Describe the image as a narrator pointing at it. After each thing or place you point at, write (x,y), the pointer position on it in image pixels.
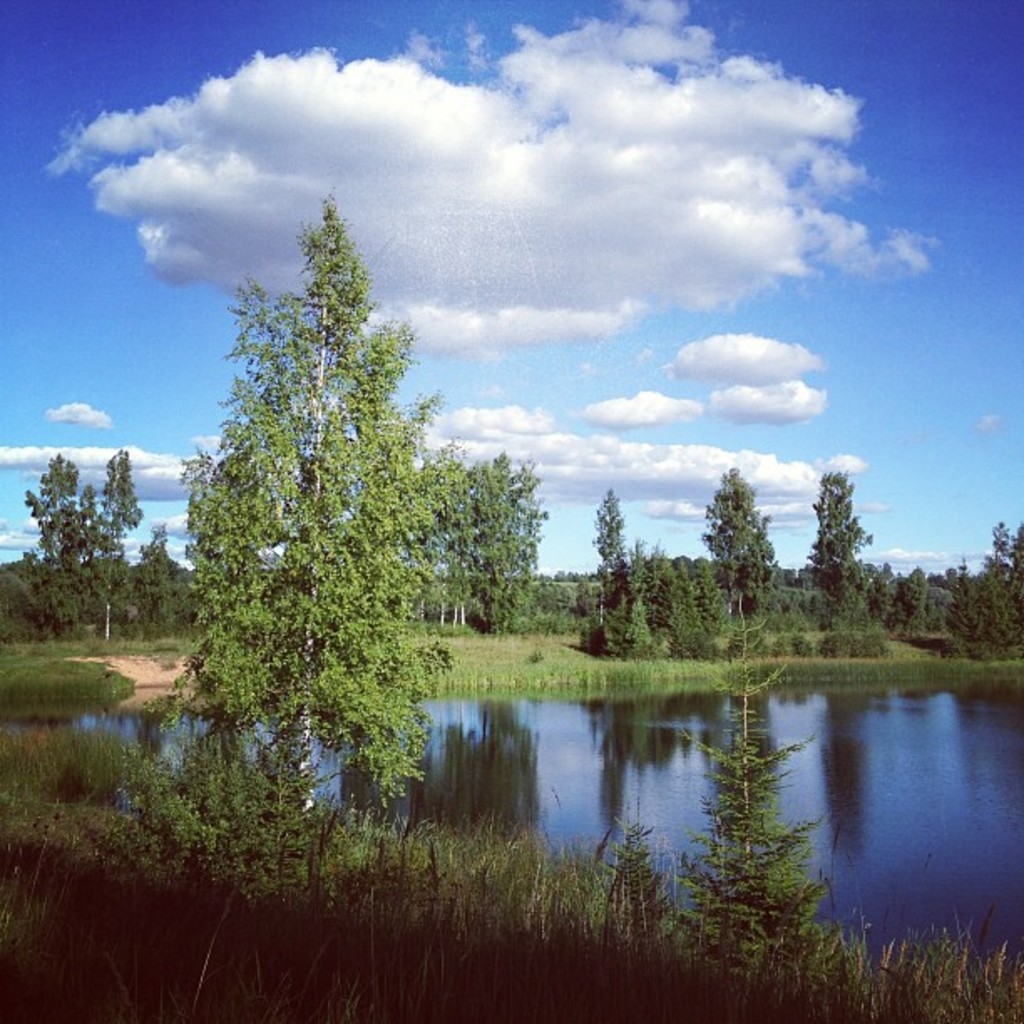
In the center of the image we can see a pond (817,840). In the background (44,542) there are trees (23,611) and sky (530,412). At the bottom (268,912) there is grass (471,955).
